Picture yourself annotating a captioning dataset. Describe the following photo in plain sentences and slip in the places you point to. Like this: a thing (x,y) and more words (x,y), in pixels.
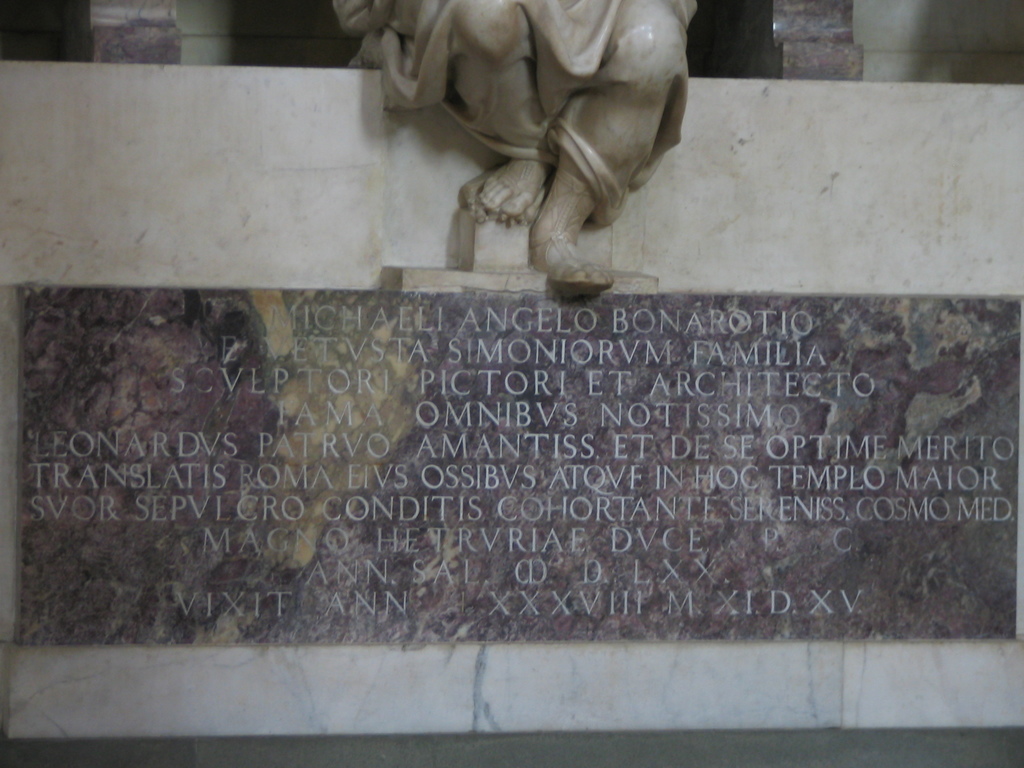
This picture shows carved text (344,512) on the wall (778,288) and we see a statue (564,196).
